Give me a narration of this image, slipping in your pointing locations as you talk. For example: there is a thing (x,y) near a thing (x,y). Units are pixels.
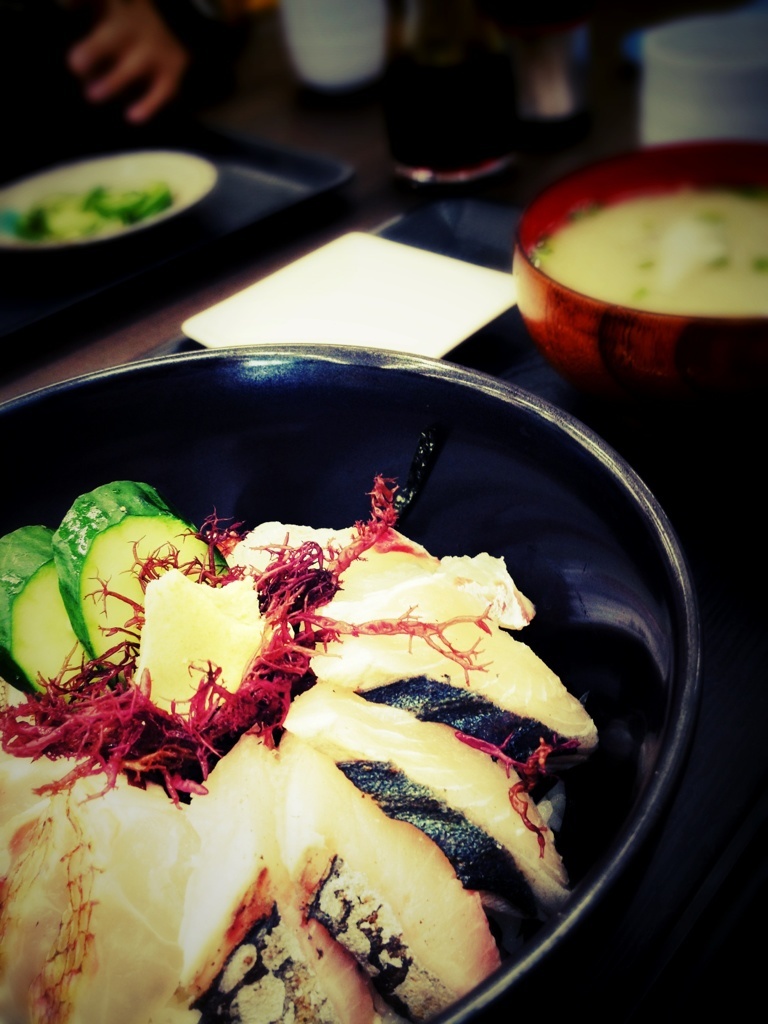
In this image, we can see food items (228,877) in the bowl (510,631). Top of the image (435,310), there is a blur view. Here we can see bowl (727,347) with food (75,218), plate (353,267), tray (173,263), few objects (404,91).
